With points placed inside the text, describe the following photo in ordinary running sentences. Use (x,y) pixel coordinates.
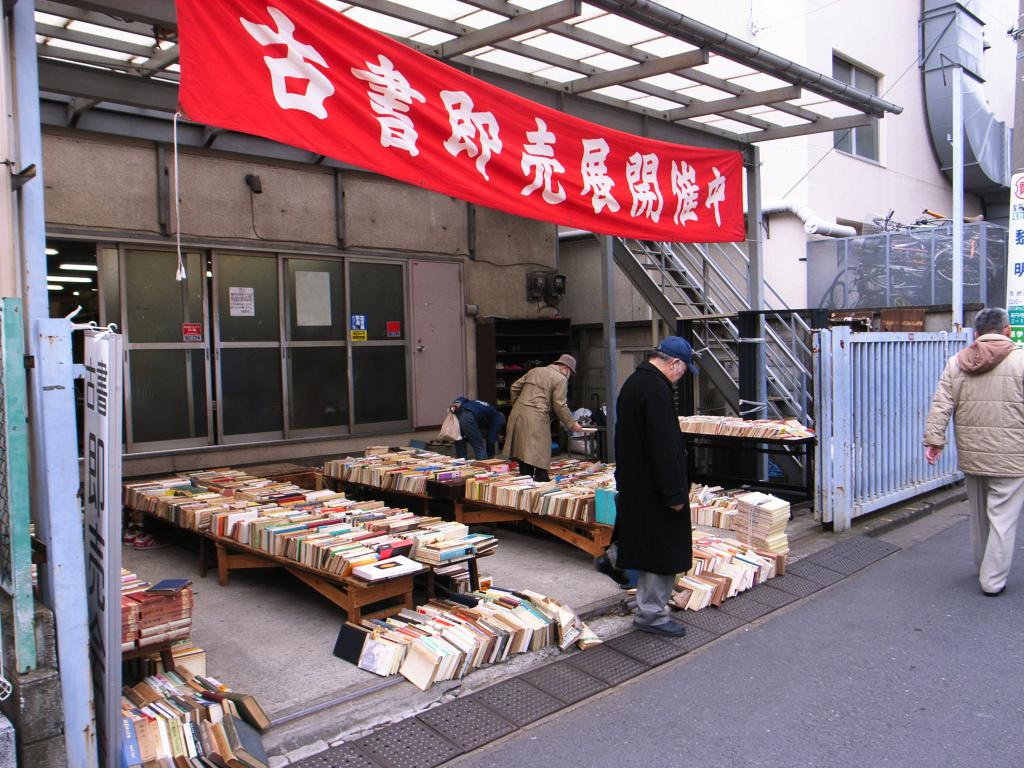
In this image we can see a building (408,412) with windows (362,381), roof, poles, stairs (737,387) and a banner (621,195). We can also see a group of books (380,506) which are placed on the tables (340,582) under a roof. On the right side (881,659) we can see a person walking on the road (856,687) and some bicycles (881,287) which are placed inside a fence (900,262).
